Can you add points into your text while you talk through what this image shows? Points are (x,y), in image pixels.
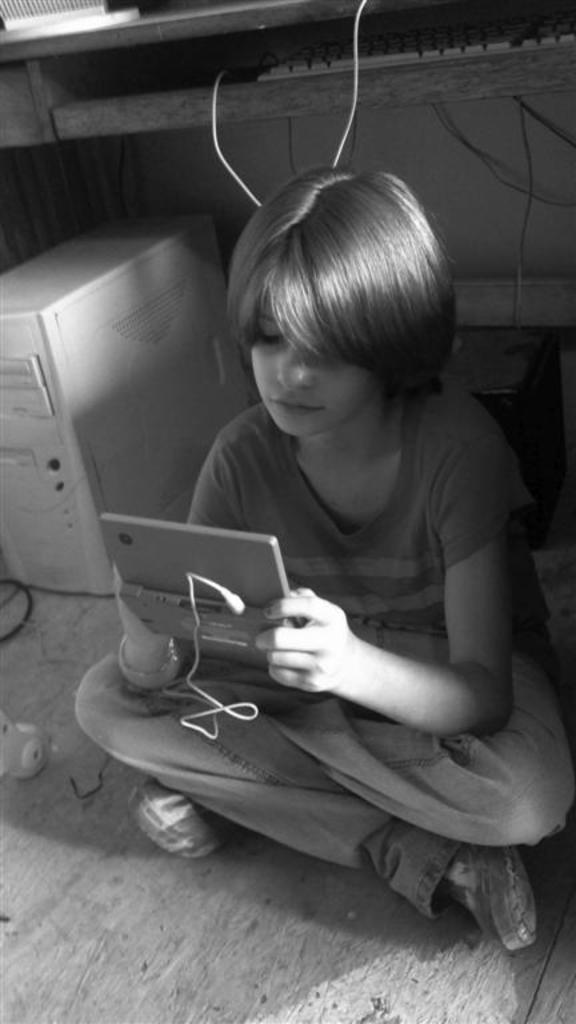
In the center of this picture (366,452) we can see a person (356,543) wearing t-shirt (376,584), holding a device (239,545) and sitting on the ground (119,809). In the background (84,470) we can see a CPU (175,385) and some other objects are placed on the ground (104,793) and we can see a keyboard (475,29) and a table (132,40) and some other objects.
